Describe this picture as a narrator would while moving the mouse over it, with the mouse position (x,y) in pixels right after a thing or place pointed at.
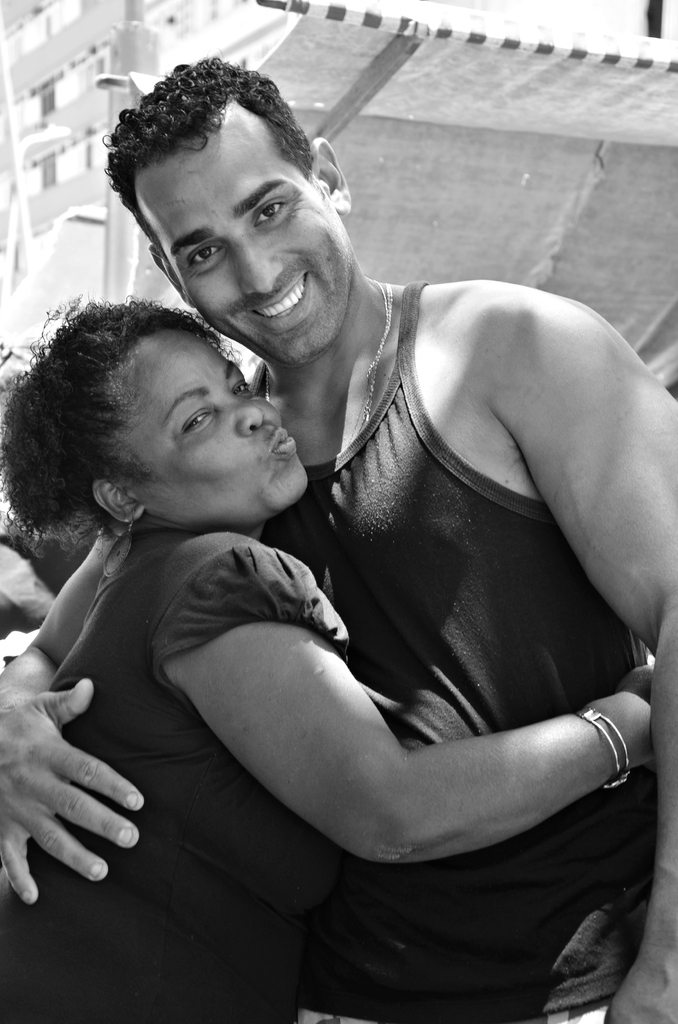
This is a black and white image. In the foreground (408,636) we can see the two persons (339,382) smiling and standing on the ground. In the background (529,27) we can see the roof (600,260) and a building (68,121).
